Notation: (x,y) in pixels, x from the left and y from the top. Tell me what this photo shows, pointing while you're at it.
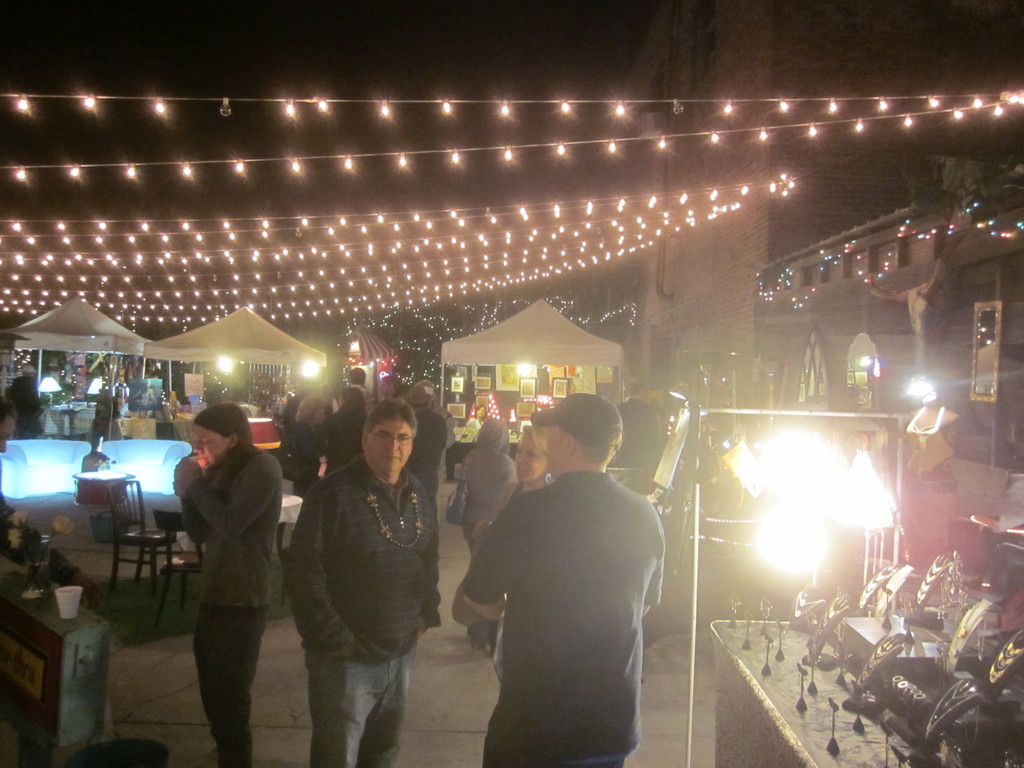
In this image we can see some people (519,644) standing on the road (138,684). We can also see a table (13,610) with a flower pot (38,590) and a glass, a dustbin (129,751), table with chairs (127,531), a lamp (53,389), tents (68,394), lighting (559,273), building (671,334), photo frames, mirror (823,378) and a stand (710,413). On the right side (900,652) we can see some jewelry (906,680) placed on the table (754,716).
